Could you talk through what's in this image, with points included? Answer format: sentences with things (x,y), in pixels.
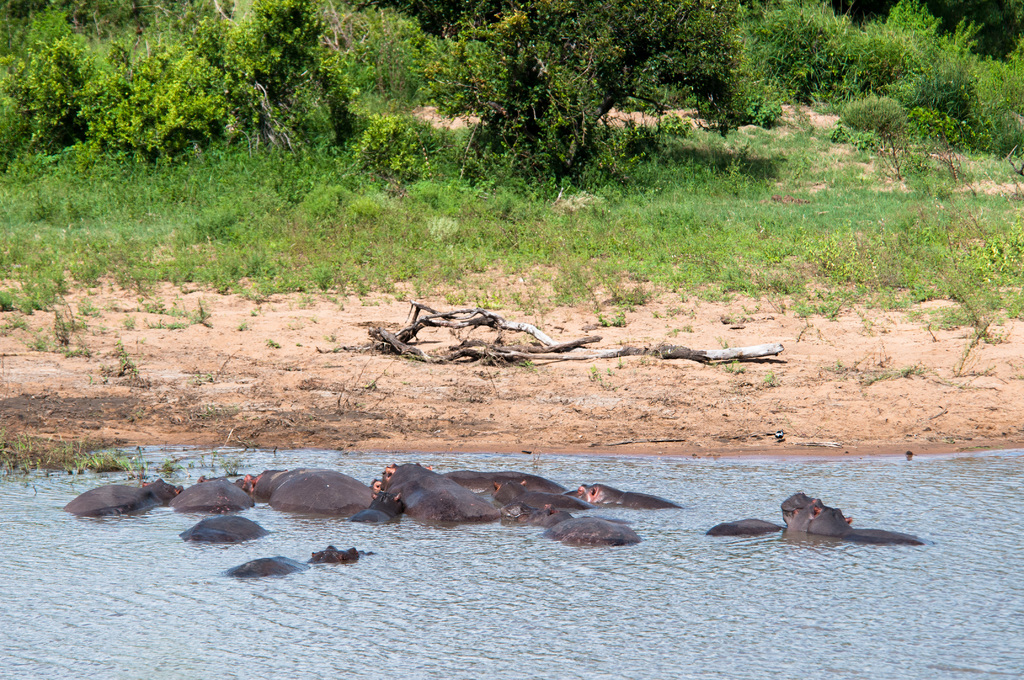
In the picture I can see animals (493,510) in the water (489,585). In the background (527,367) I can see the grass (339,281), plants (285,266) and wooden objects (455,356) on the ground (288,333).
